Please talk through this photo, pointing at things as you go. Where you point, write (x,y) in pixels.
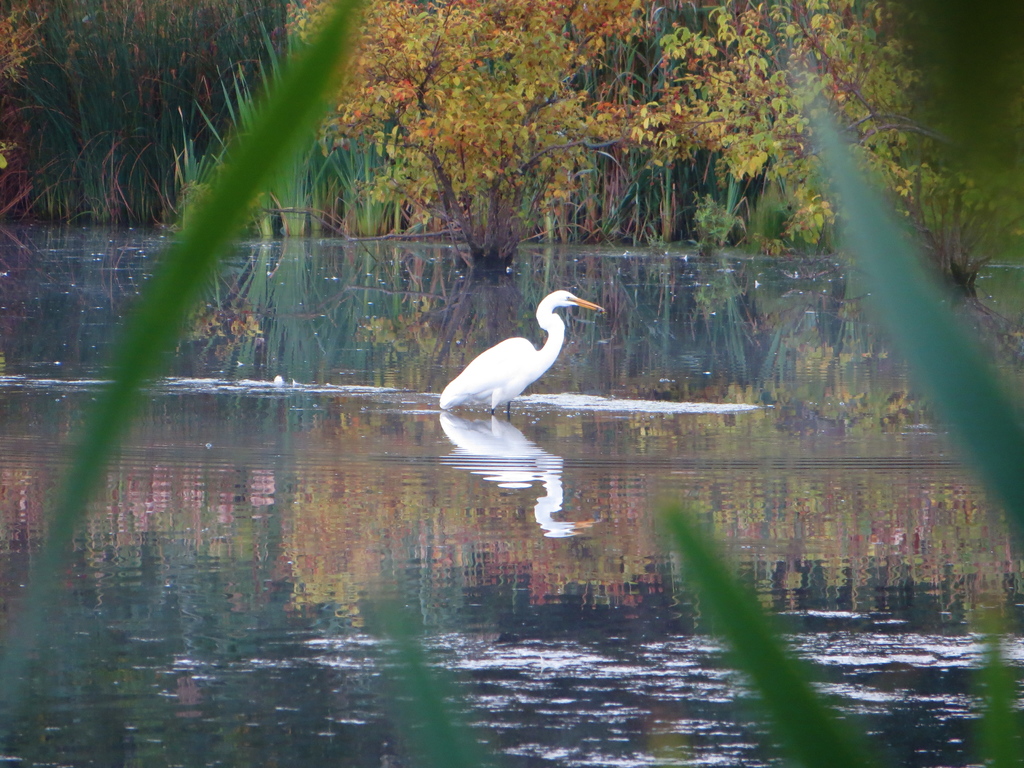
Here in this picture we can see a crane (480,374) present over a place (480,286), which is fully covered with water (498,559) over there and we can see plants (156,123) and trees (479,186) present all over there.
